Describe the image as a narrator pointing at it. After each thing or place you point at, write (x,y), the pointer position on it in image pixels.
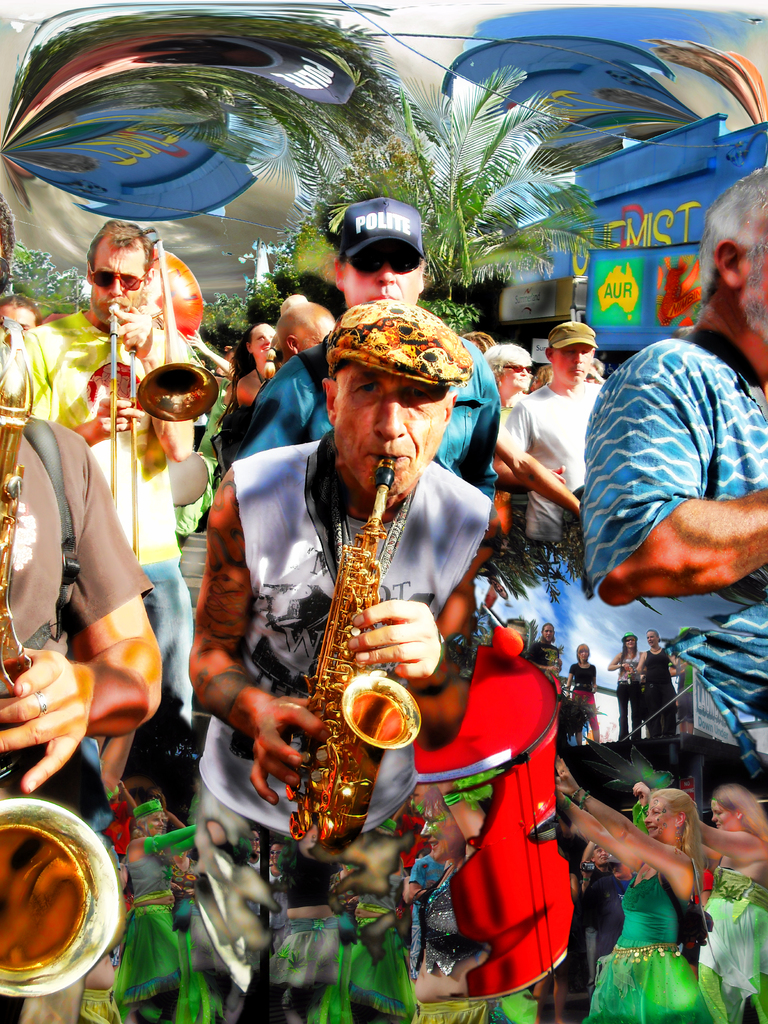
In this image it seems like a painting in which there is a person (315,640) in the middle (315,640) who is playing the saxophone (376,562). In the background (53,392) there are few other people (241,444) who are playing the musical instruments (164,382). In the background (198,925) there are few girls (648,899) who are wearing the green dress (636,939) are standing on the floor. There are trees (420,154) in the background (356,154).
